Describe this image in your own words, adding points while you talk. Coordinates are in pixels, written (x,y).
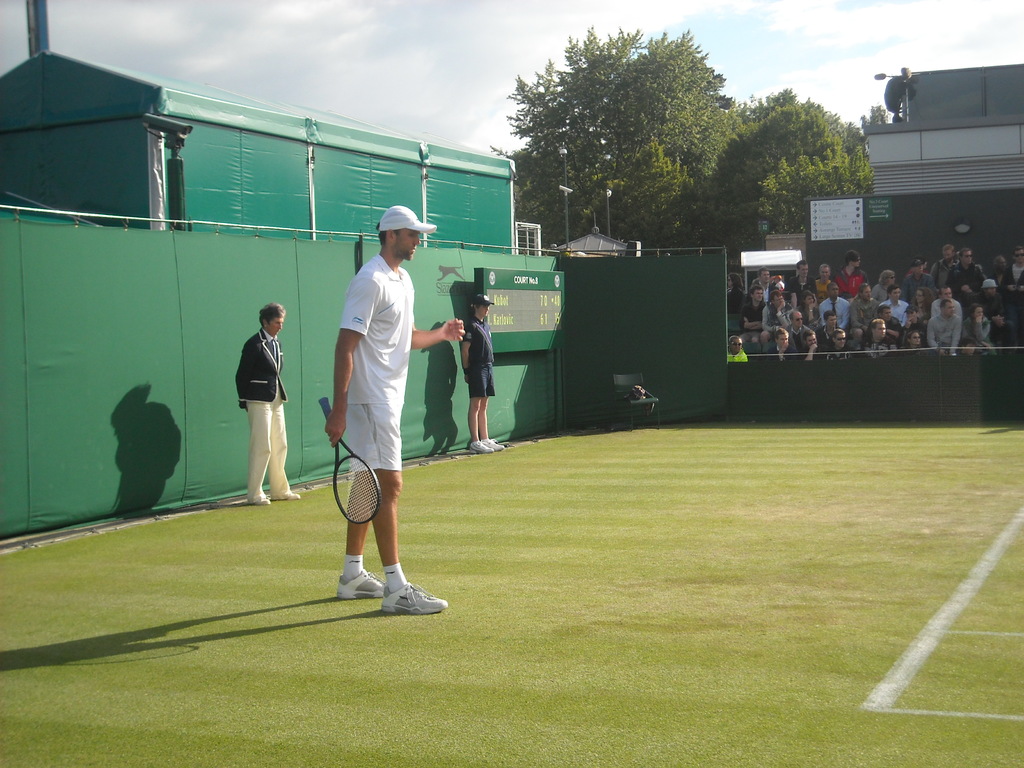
In the image there is a man (401,343) with tennis bat (376,510) stood on grass field (429,631) and at the right side (830,314) there are audience (928,298) looking at the game and this a tennis game going on. And at the background (649,173) there are trees (671,178), over the top there is sky (441,28) filled with clouds (441,28).
